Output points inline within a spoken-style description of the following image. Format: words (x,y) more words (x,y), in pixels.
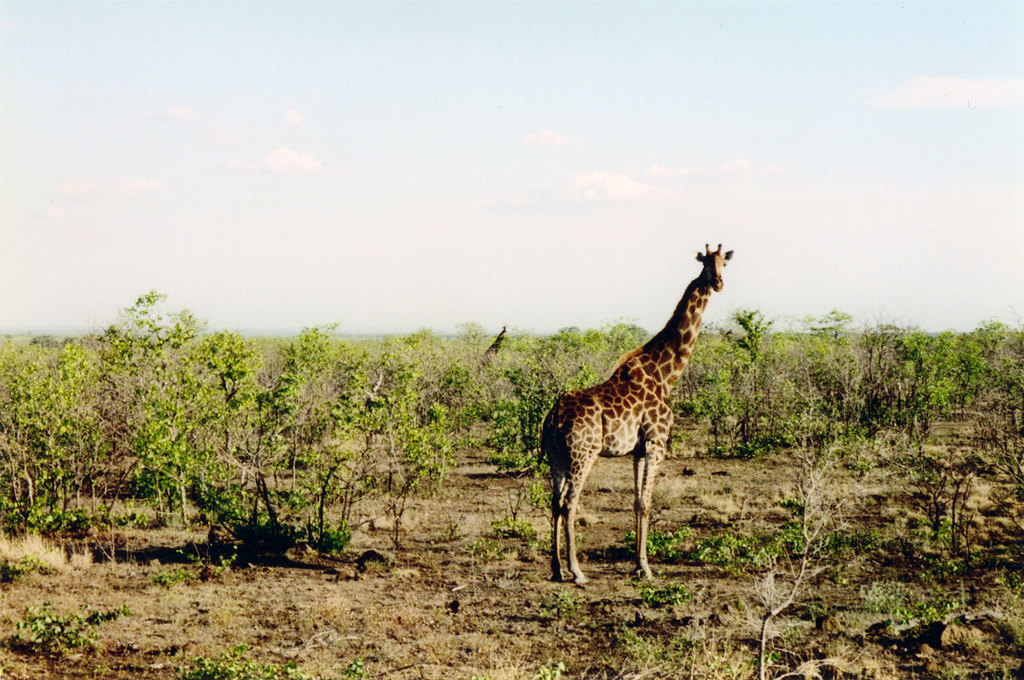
In this picture I see a giraffe (607,442) in front (660,430) and I see number of plants (230,370). In the background (99,291) I see the sky (604,166).
